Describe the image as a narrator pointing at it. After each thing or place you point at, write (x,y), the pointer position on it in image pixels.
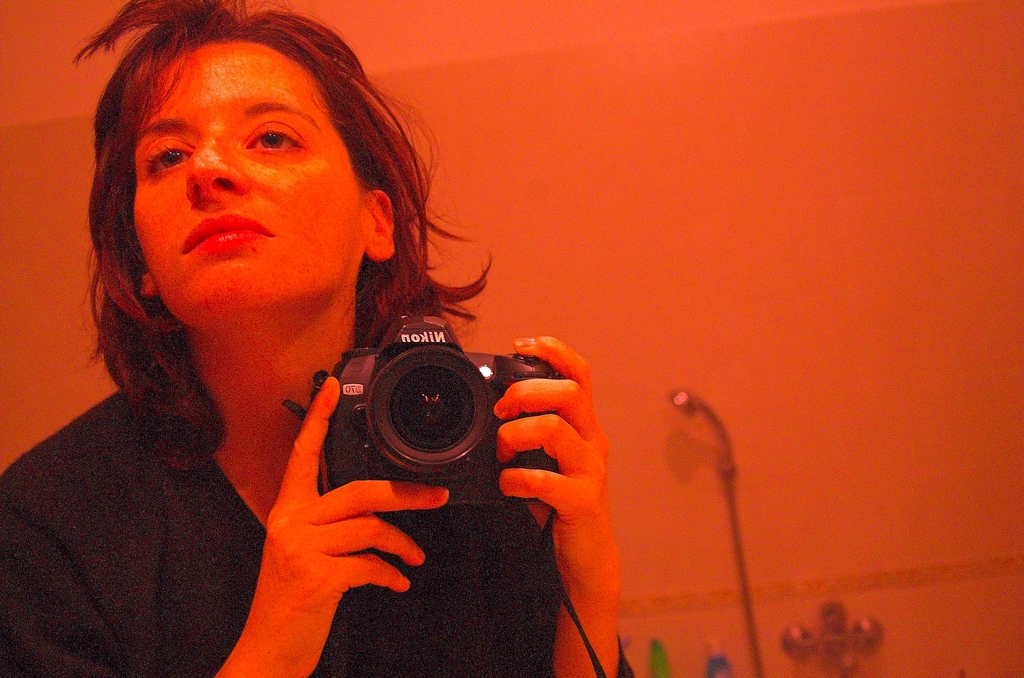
In the image we can see there is a person (253,384) who is standing and holding camera (454,434) in her hand (511,436) and the image is in reddish colour.
